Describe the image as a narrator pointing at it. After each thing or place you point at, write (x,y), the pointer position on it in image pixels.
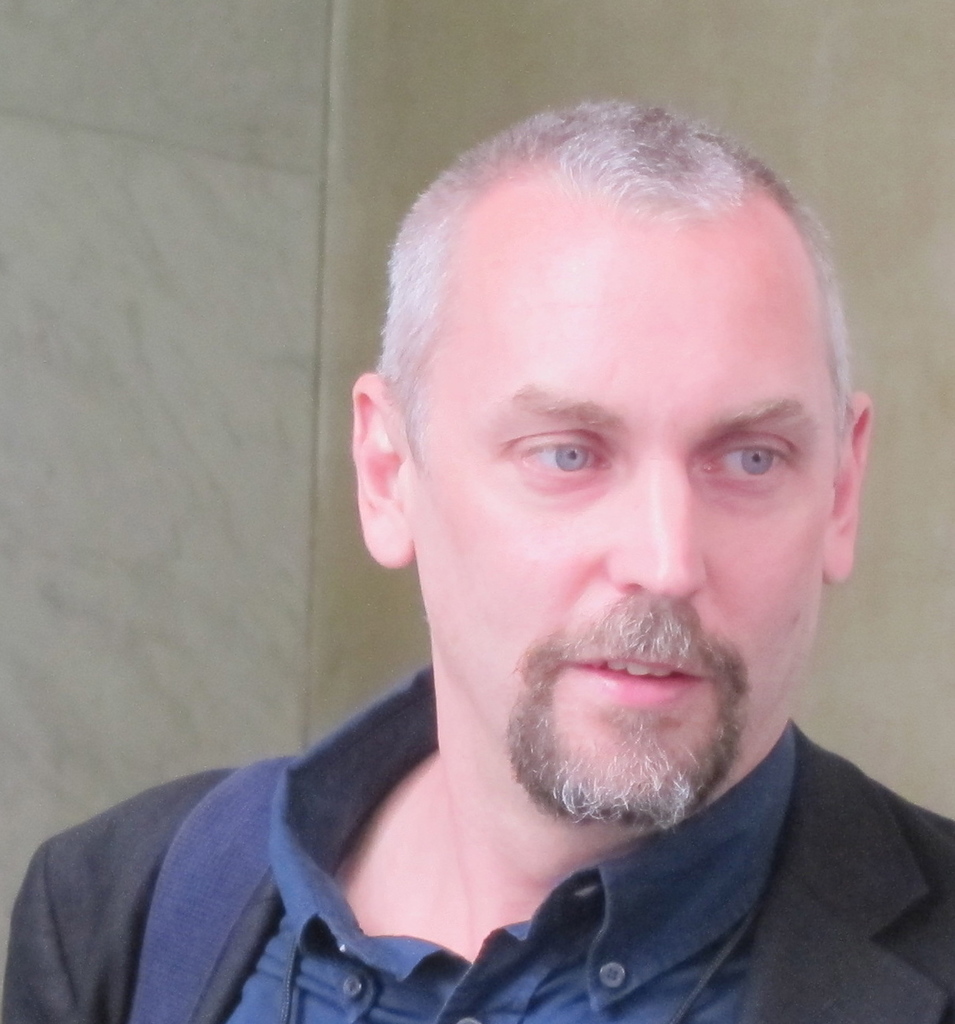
In this image I can see a person (120,864) is wearing black and blue dress (326,929). Background (134,456) is in white and cream color.
